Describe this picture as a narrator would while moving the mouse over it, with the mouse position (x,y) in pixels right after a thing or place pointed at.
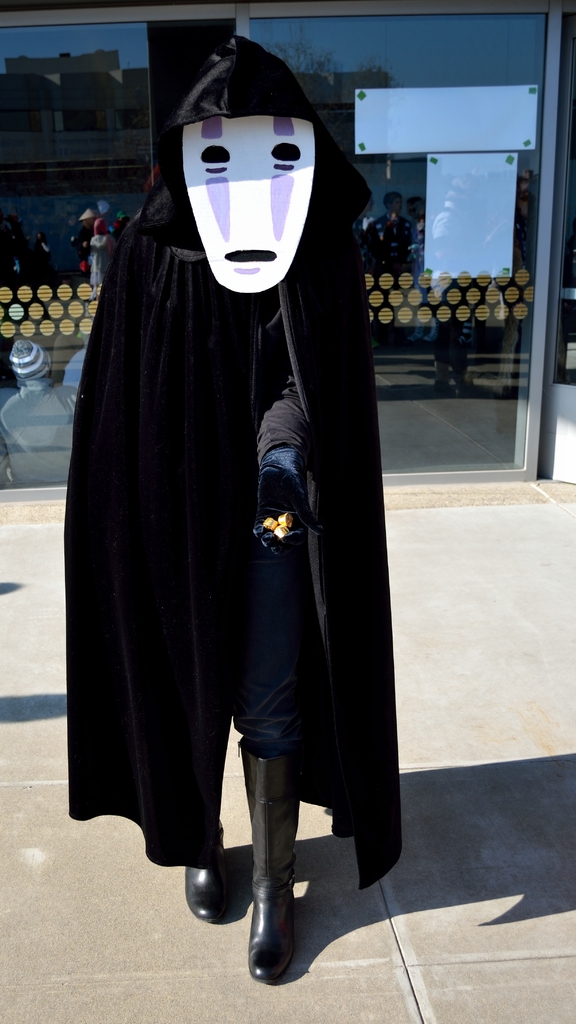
In this picture we can see a person (157,728) wore a costume (190,257) and standing on a surface (472,510) and in the background (36,275) we can see a glass (177,66) and on this glass (122,194) we can see some people (108,257), buildings (48,98) and the sky (454,74).
